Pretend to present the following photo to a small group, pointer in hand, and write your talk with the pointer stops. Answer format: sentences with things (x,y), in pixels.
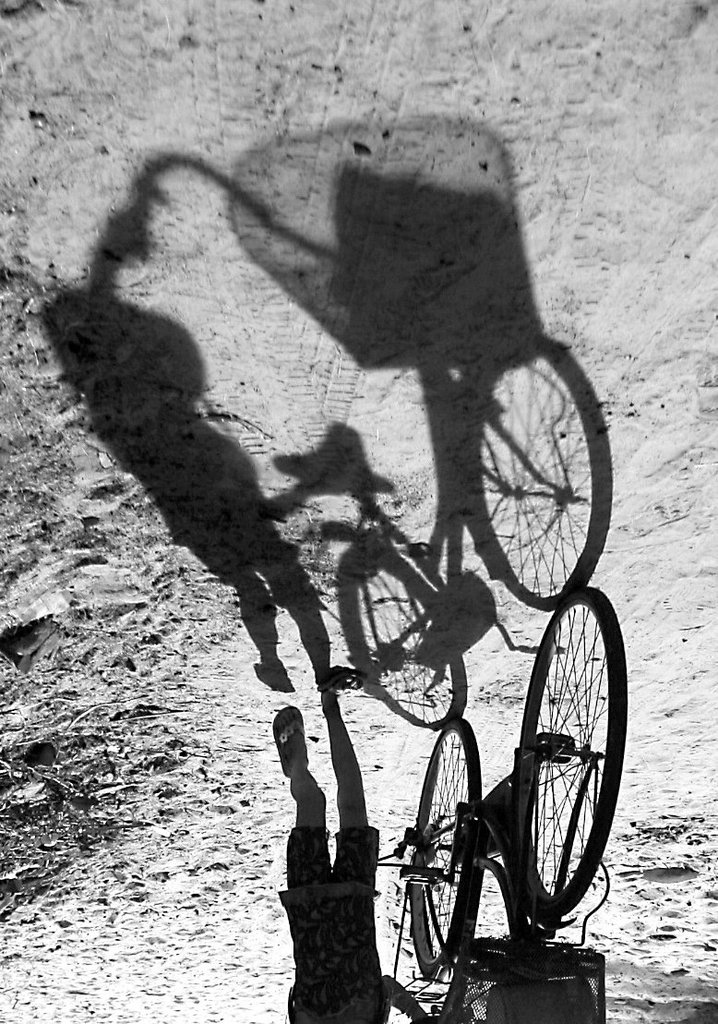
On the right side (560,820), there is a child (345,986) holding a bicycle (482,1023) and walking on the road (408,541). On the road (408,541), there is a shadow (603,483) of the bicycle (543,951) and a child (156,500).
